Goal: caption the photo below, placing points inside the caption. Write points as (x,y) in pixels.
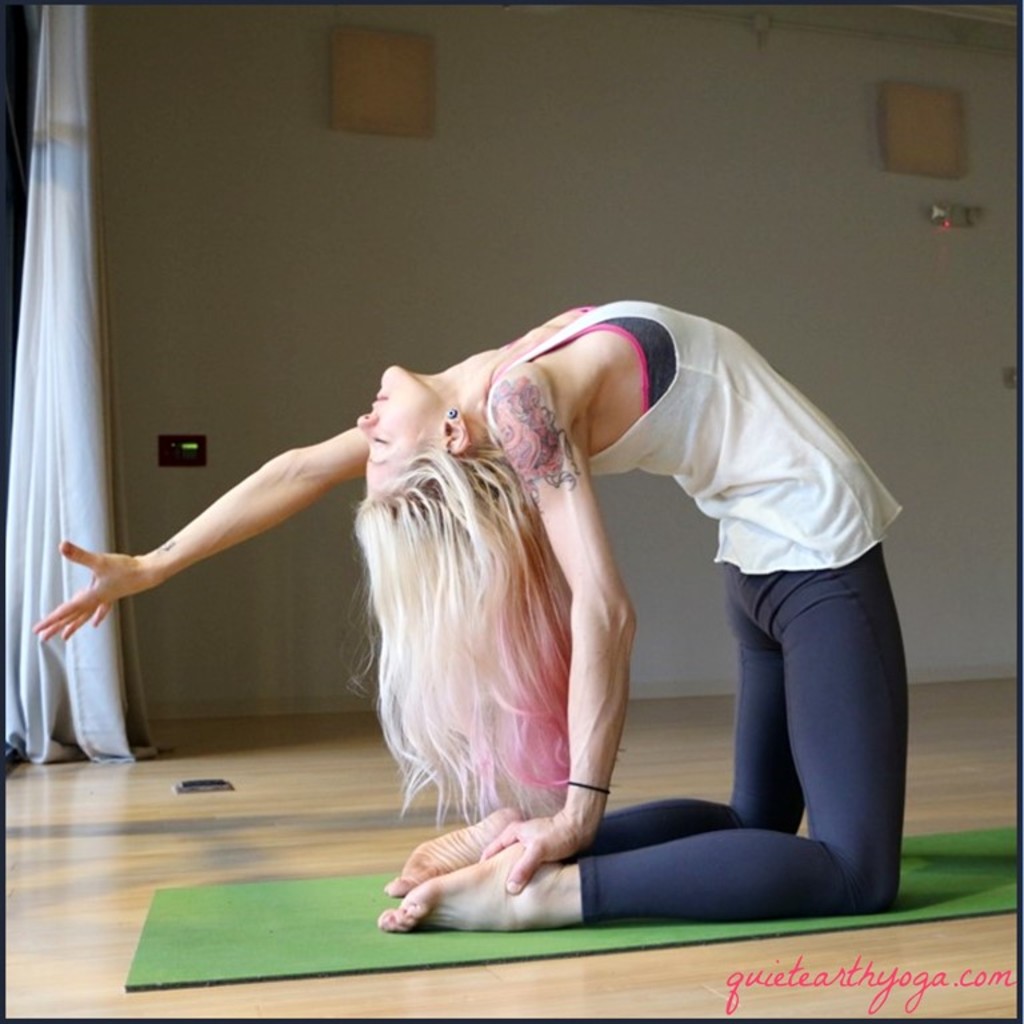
In the foreground of this picture (445,591), there is a woman (820,875) doing exercise on a mat (901,874). In the background (644,184), there is a wall (383,229) and the curtain (57,180).
